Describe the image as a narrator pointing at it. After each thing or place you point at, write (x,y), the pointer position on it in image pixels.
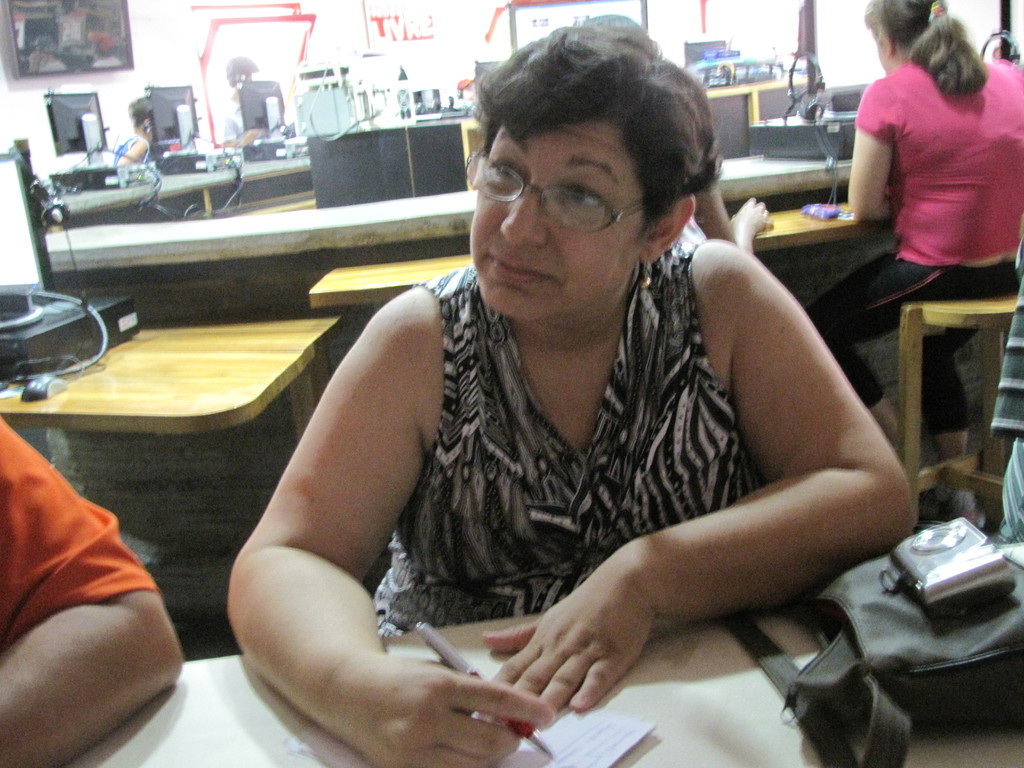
In the given image we can see that, there are many people (626,380) sitting. this woman (533,459) is holding a pen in her hand (462,684). This is a handbag (909,630). These are the systems (190,98).
